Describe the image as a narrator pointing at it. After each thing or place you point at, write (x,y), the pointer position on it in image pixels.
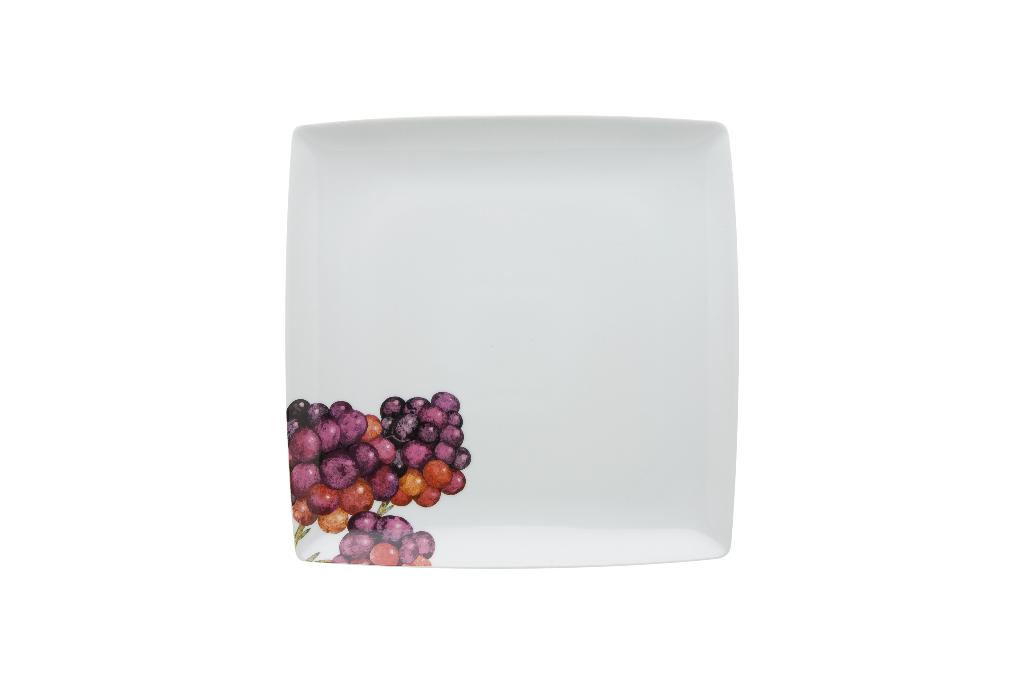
In this image we can see a plate (593,498) on which grapes design (383,472) is printed.
